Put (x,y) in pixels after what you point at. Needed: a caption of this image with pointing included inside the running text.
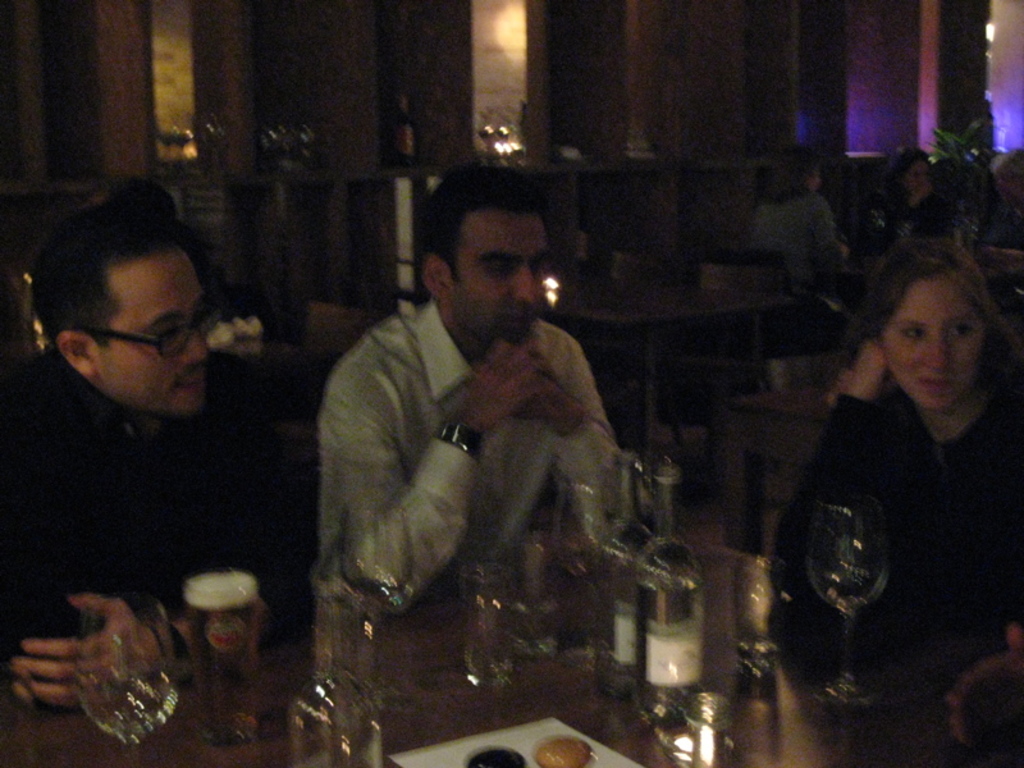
In the image we can see there are people (582,365) sitting on the chair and on the table (83,753) there are wine bottles (342,709) and wine glasses (118,680). Behind there are other women (812,201) sitting on the chairs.
